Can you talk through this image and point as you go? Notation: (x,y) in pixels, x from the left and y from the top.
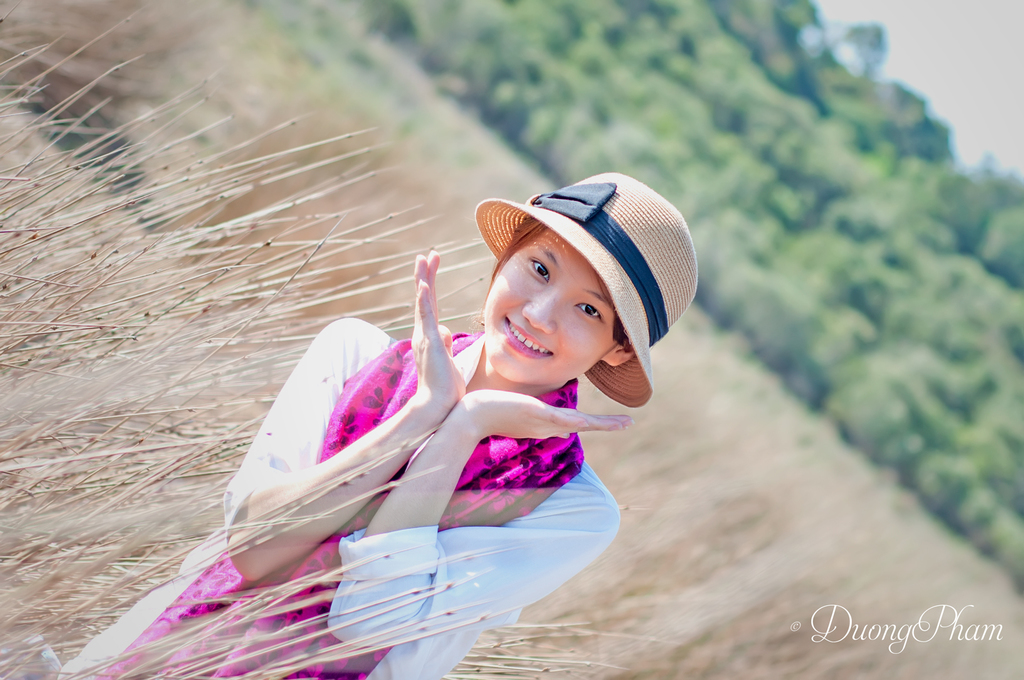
In the foreground of the picture (394,416) we can see a woman (164,620) and there are plants (234,408). In the background (525,176) can see trees (779,221) and plants (855,368). At the top (973,41) towards right (988,12) there is sky (971,89). At the bottom (843,625) towards right (902,642) we can see text (947,624).
